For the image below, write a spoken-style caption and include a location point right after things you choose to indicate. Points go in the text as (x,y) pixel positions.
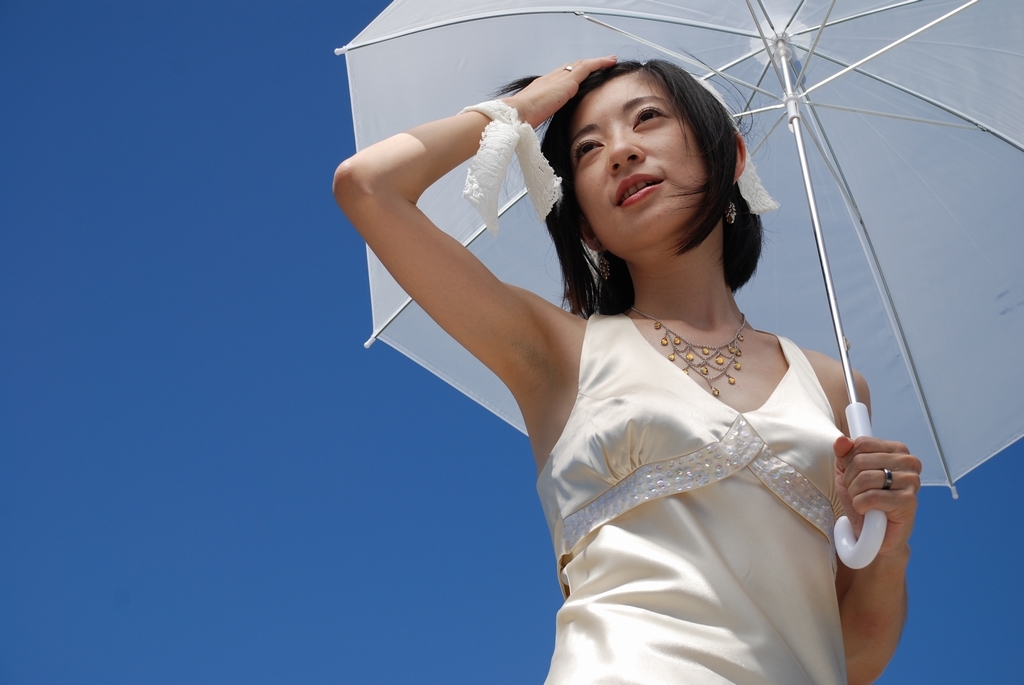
In this picture we can see a woman (659,474) in the dress (696,489) and the woman (751,444) is holding an umbrella (842,287). Behind the woman (573,604) there is the sky (241,455).
